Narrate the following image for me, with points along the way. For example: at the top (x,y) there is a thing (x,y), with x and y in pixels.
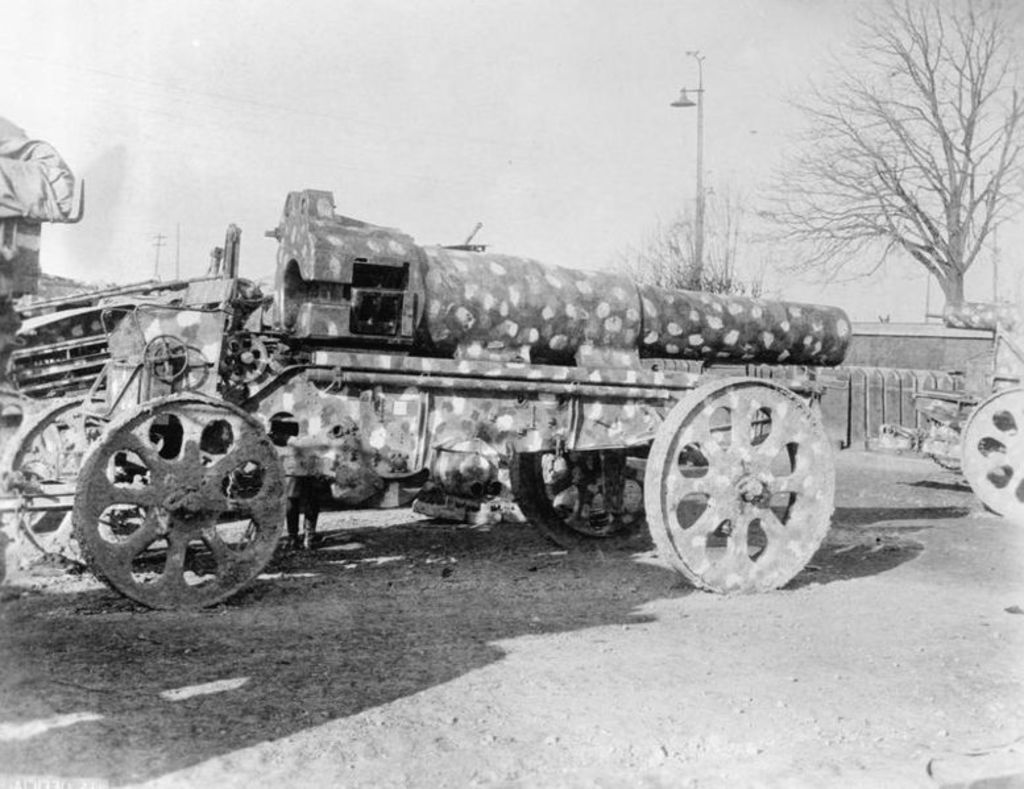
In this picture there is a weapon (442,280) on a vehicle (521,473) and there are some other objects (57,306) in the left corner (39,310) and there is a tree (960,276), pole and some other objects (956,409) in the right corner (961,373).
